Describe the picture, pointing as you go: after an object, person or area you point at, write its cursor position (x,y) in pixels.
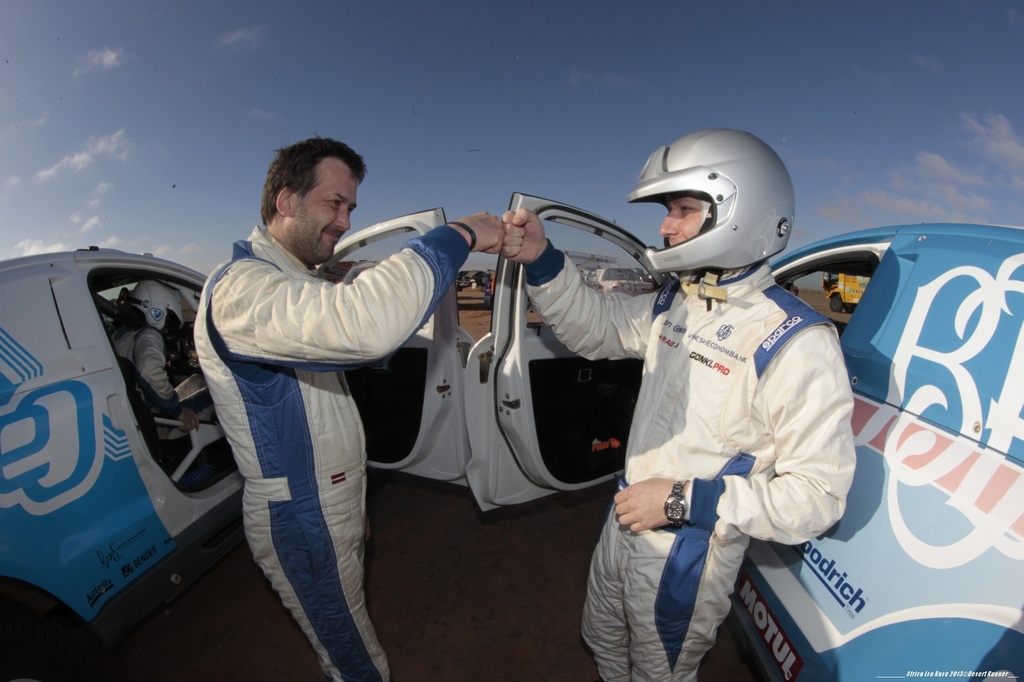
These 2 persons (715,380) are standing. Beside this person (291,244) there is a vehicle (124,434). In this vehicle (124,420) a person (159,394) is sitting and wore helmet (165,300). Sky (228,116) is in blue color. This man (737,262) also wore helmet (718,231).
